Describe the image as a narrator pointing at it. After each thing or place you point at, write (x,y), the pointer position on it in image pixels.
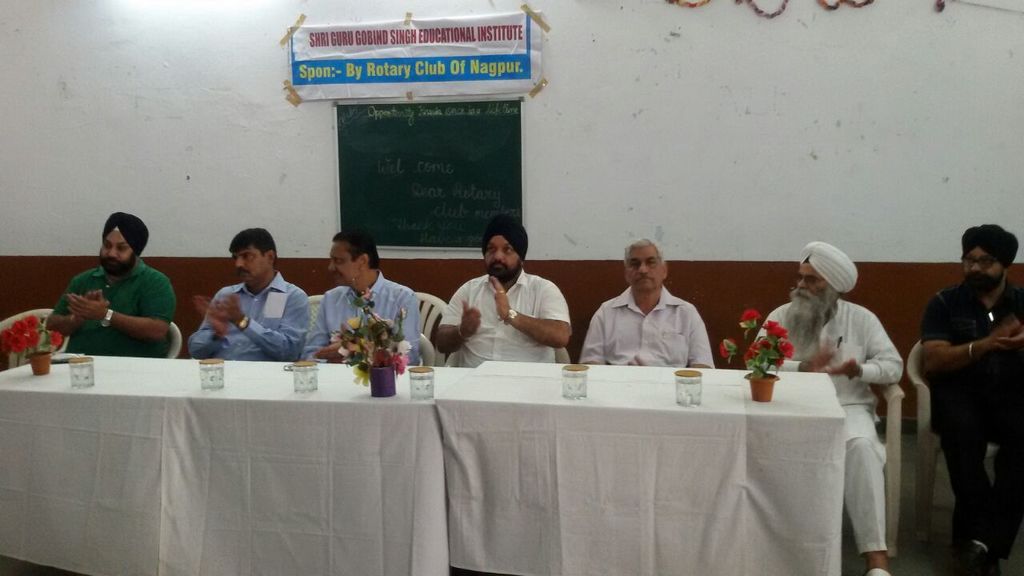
In this picture there are several man (500,280) sitting on the chairs (311,296) and tables (151,393) located in front of them. A white cloth (537,452) is placed on the top of the table (383,475). Water glasses (206,380) with lids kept in front of them. There are also three flower pots (41,357) located on the table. In the Background (380,144) there is a green board (362,148). Above it there is a label (338,60) named Shri Guru Gobind Singh Educational Institute, Spon by Rotary club of nagpur.
